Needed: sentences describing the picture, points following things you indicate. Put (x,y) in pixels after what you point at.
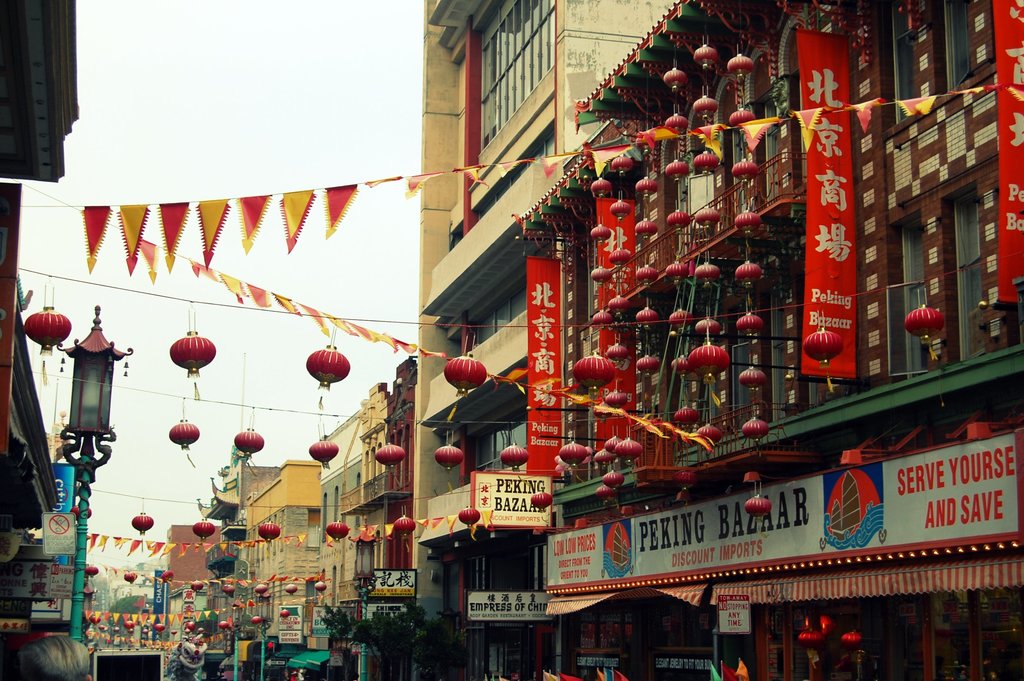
In this picture we can see there are buildings (413,439) with some decorative items (634,444) and name boards (499,473). In front of the building (356,525) there are poles (76,433) with lights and boards (55,514). Behind the buildings (231,472) there is the sky (313,9).
